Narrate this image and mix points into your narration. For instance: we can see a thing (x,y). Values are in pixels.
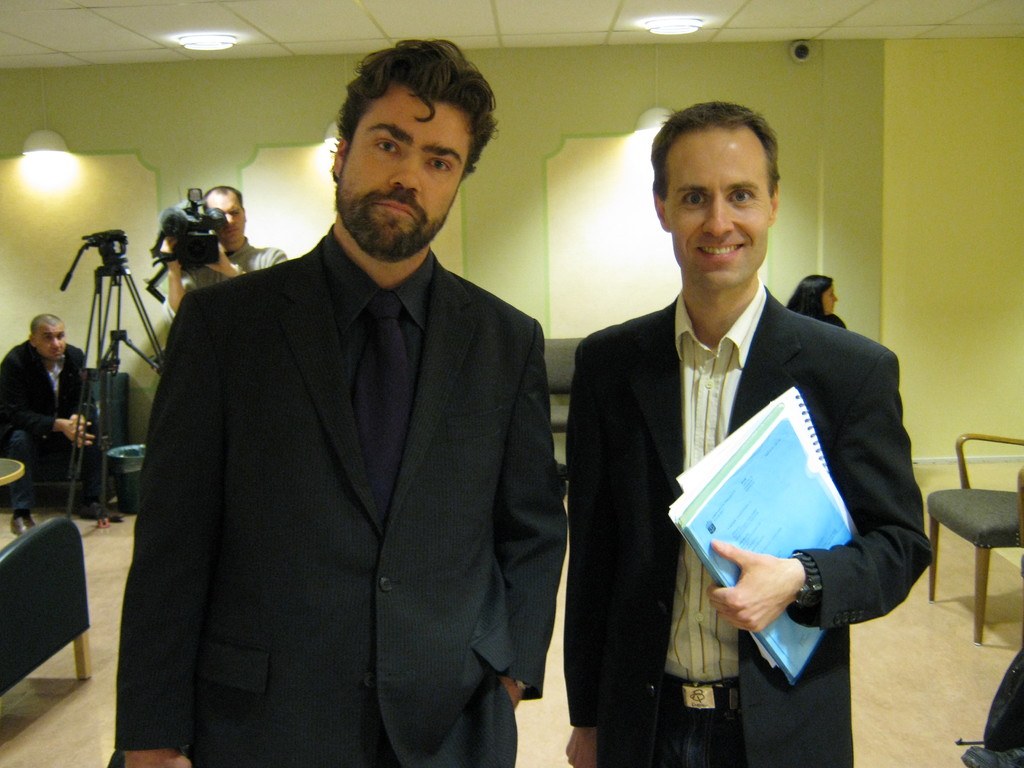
In this picture I can see 2 men (570,652) who are standing in front (370,755) and I see that the man (590,462) on the right (725,489) is holding books (732,501) and he is smiling. I can also see that they're wearing formal dress (615,459). In the background (41,340) I can see a man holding a camera (184,240) and side to him I can see a tripod (102,446) and another man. On the left side of this picture (22,571) I can see a black color thing (50,532). On the right side of this picture (823,314) I can see a woman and a chair (932,568). On the top of this picture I can see the lights (675,27) on the wall (557,78).
